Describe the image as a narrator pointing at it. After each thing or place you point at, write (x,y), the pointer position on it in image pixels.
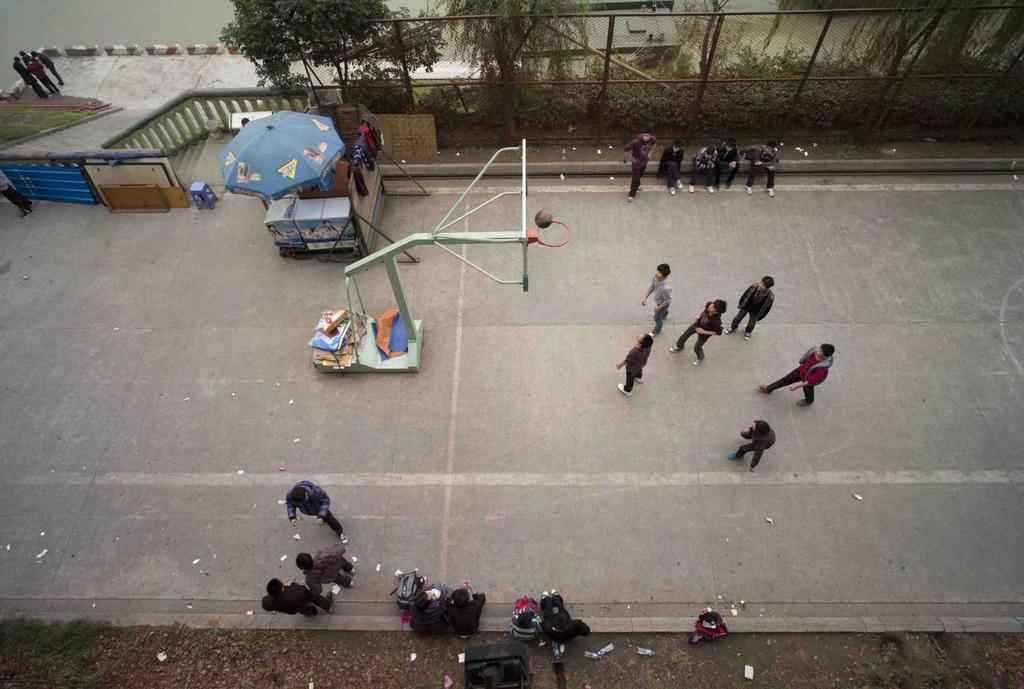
In the image we can see there are people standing on the basketball court (679,407) and there is a basketball stand (526,253). There is a ball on the basket (559,223), behind there is an iron fencing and there are trees (376,65). There are other people (21,69) standing on the footpath (95,103).
